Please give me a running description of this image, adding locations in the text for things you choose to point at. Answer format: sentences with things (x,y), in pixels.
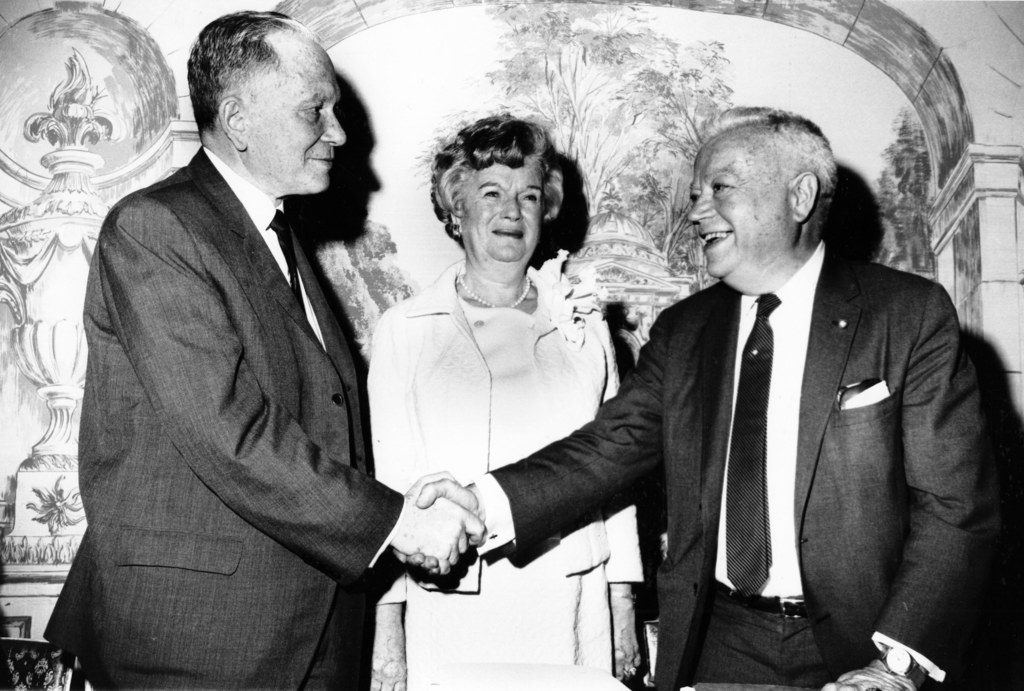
There are two men (252,354) in suit (877,463) shaking hands (399,551) with each other, smiling and standing on the floor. In between them, there is a woman (621,629) in white color dress (550,347) standing on the floor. In the background (874,130), there is painting (878,33) on the wall (931,38).
